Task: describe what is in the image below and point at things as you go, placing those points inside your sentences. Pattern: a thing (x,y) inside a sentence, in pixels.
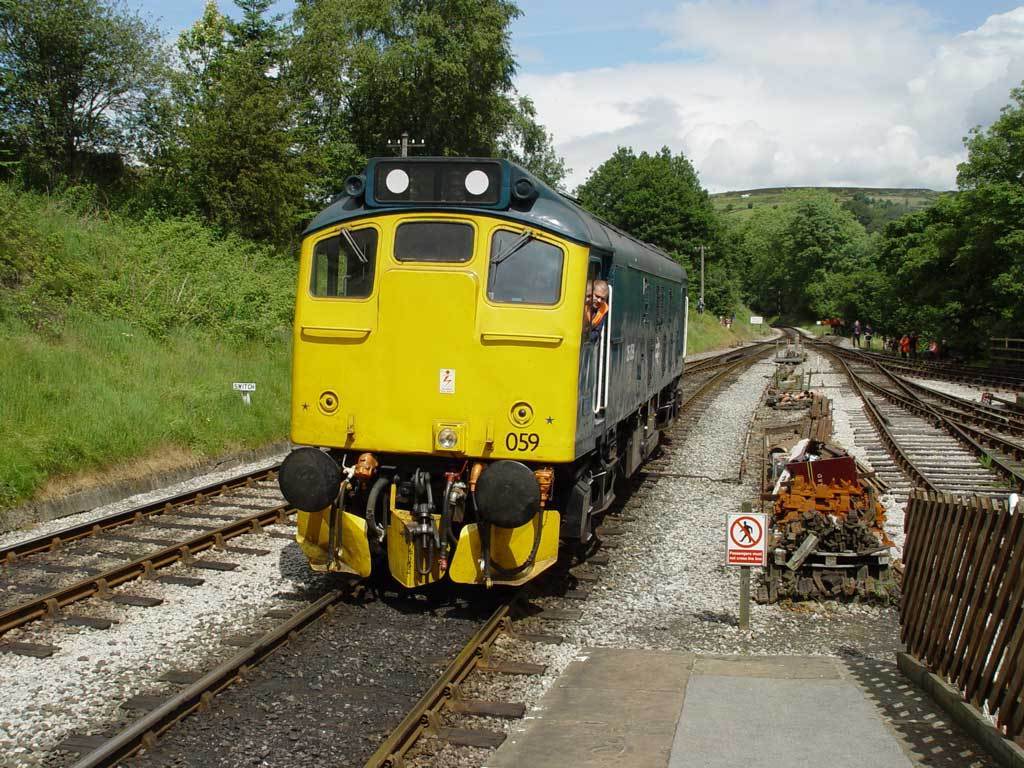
In this image we can see a train (534,272) on the railway track (205,745), here a person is in it, there are metal rods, on the ground (276,606), there are trees (689,250), here is the grass (17,369), there are persons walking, at above the sky (589,146) is cloudy.
